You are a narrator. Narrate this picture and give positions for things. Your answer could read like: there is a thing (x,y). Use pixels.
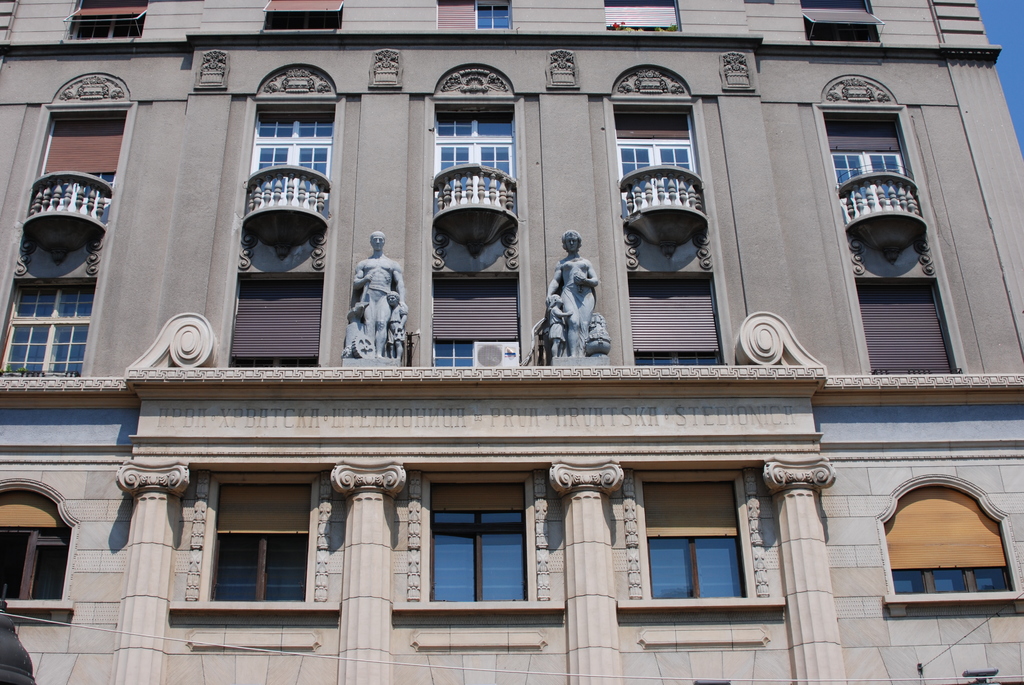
In this image we can see the front view of a building (338,201) with the windows (995,532), statues (588,338) and also the text (734,419). Sky (1021,31) is also visible on the right (1003,29).
